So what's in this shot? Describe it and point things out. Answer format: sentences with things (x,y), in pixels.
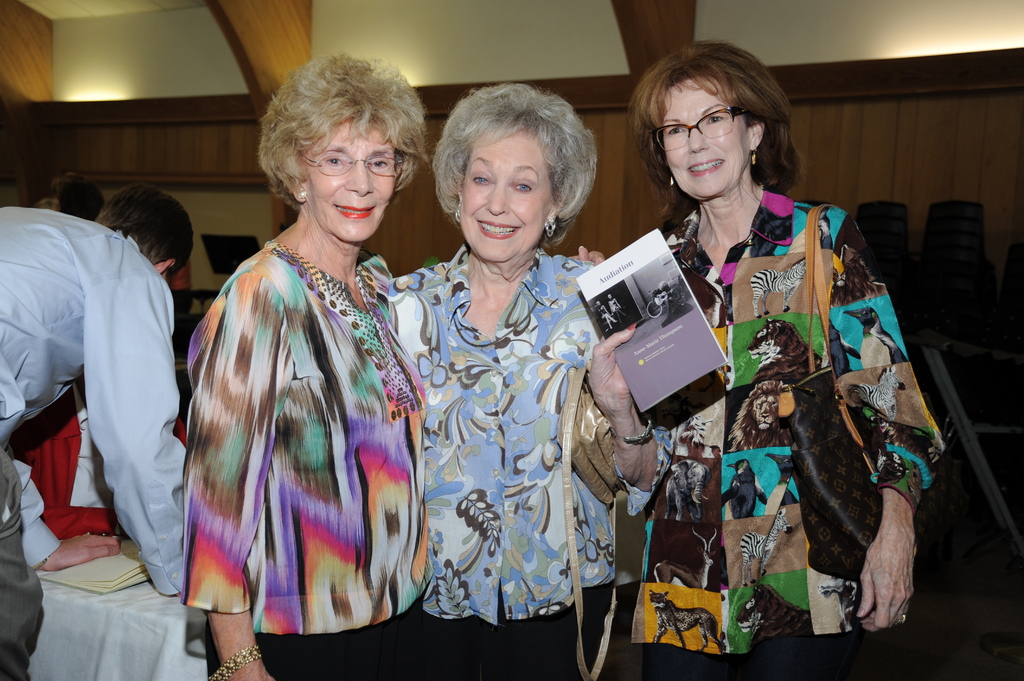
In this image there are three people (743,401) standing in group, in which one of them is holding a book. Also there is a man (7,620) standing behind them in front of a table (122,662) and writing something on book (96,577).
